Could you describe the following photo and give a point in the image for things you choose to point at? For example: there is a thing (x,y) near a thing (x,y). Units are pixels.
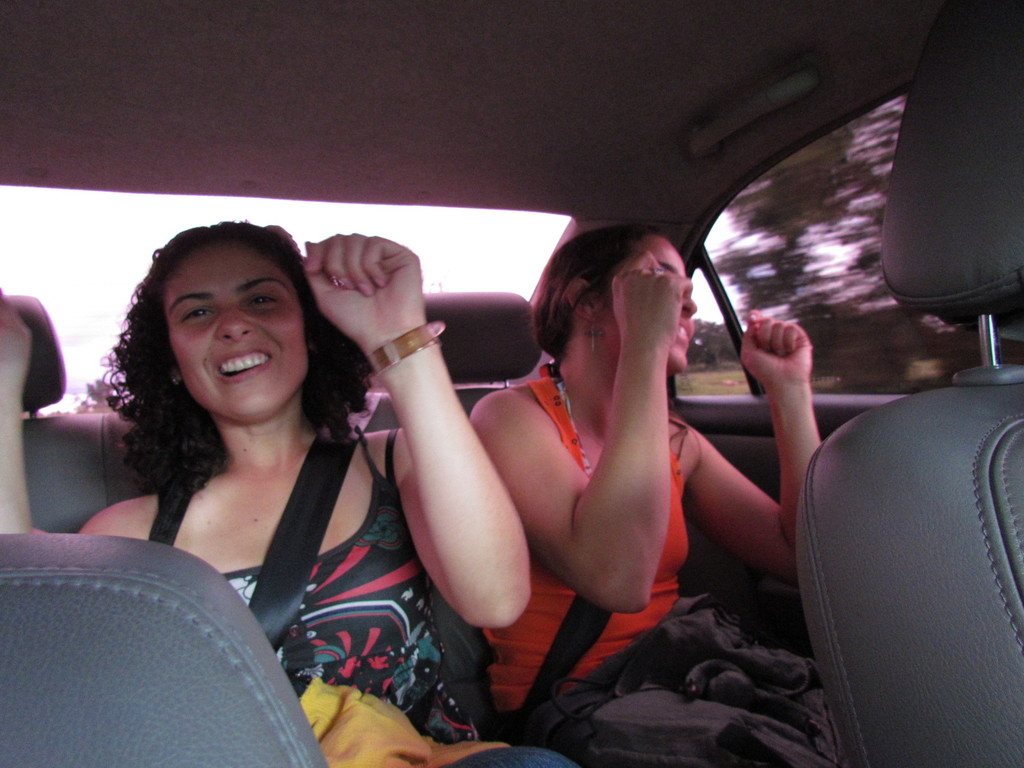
In this image I see an inside view of a vehicle (831,49) and there are women (163,388) over here who are sitting and smiling. In the background (718,344) I see the tree (872,149) through the window (710,318).
